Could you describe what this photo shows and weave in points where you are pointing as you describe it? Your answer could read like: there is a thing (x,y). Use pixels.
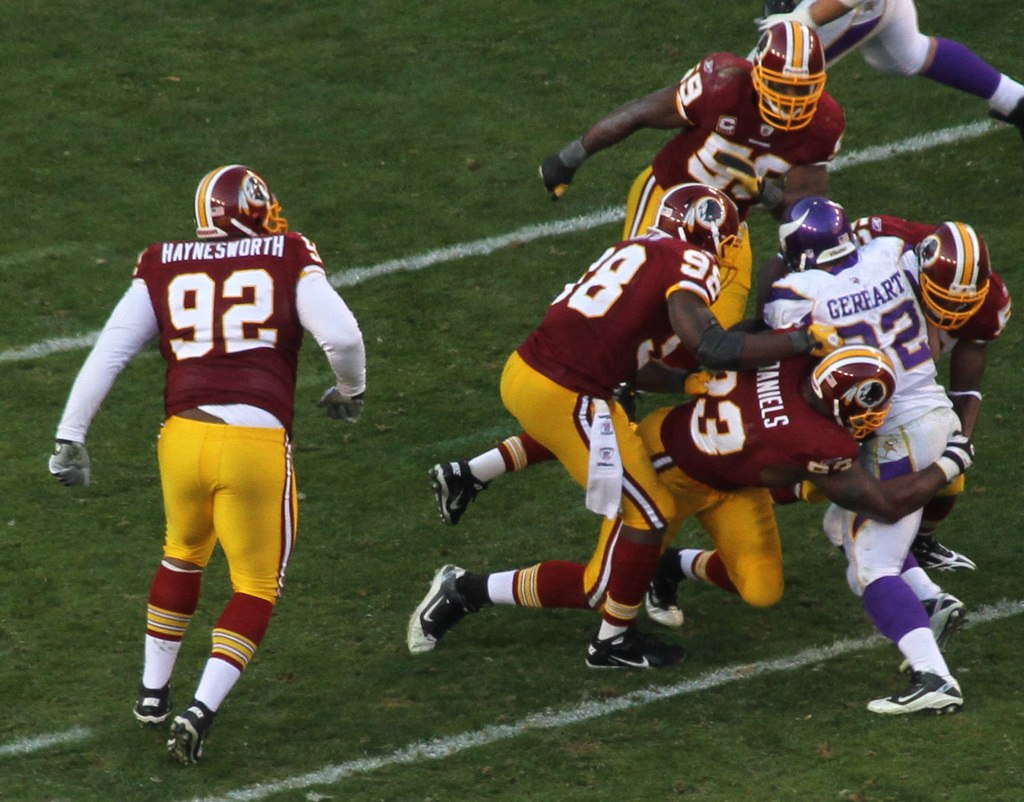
In the image in the center (674,456), we can see a few people (588,450) are running and they are wearing helmets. In the background (340,159) we can see the grass (404,174).
